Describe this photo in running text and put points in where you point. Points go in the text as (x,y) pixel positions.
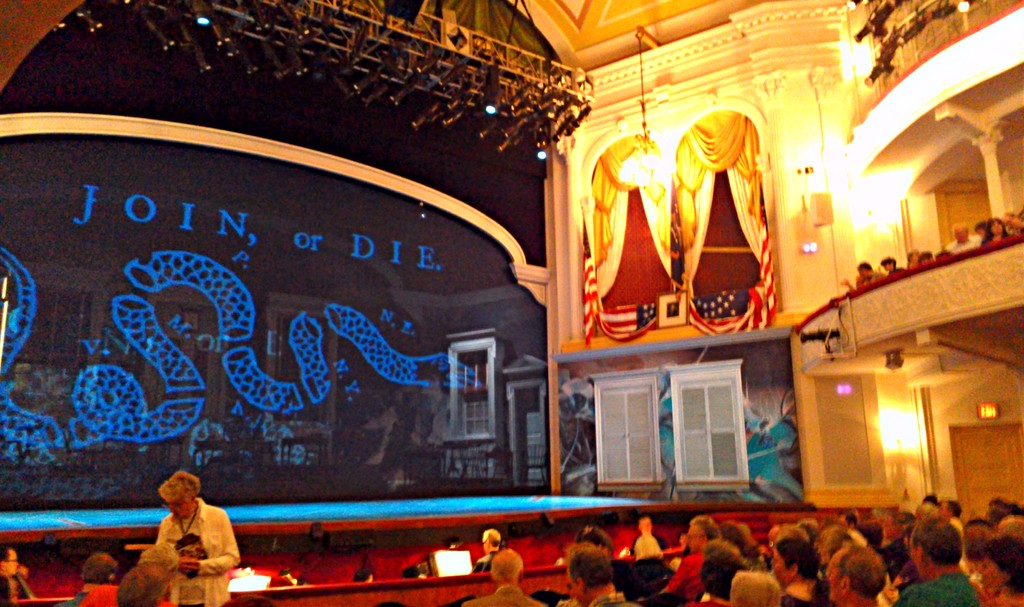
In this image we can see a woman (206,596) standing and a group of people (605,555) sitting. We can also see a building (981,441) with windows (717,395), curtains (616,153), a pillar (1000,174), a metal frame (410,52), some lights (571,126), a wall (363,360) with the picture (164,399) and text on it and a signboard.
